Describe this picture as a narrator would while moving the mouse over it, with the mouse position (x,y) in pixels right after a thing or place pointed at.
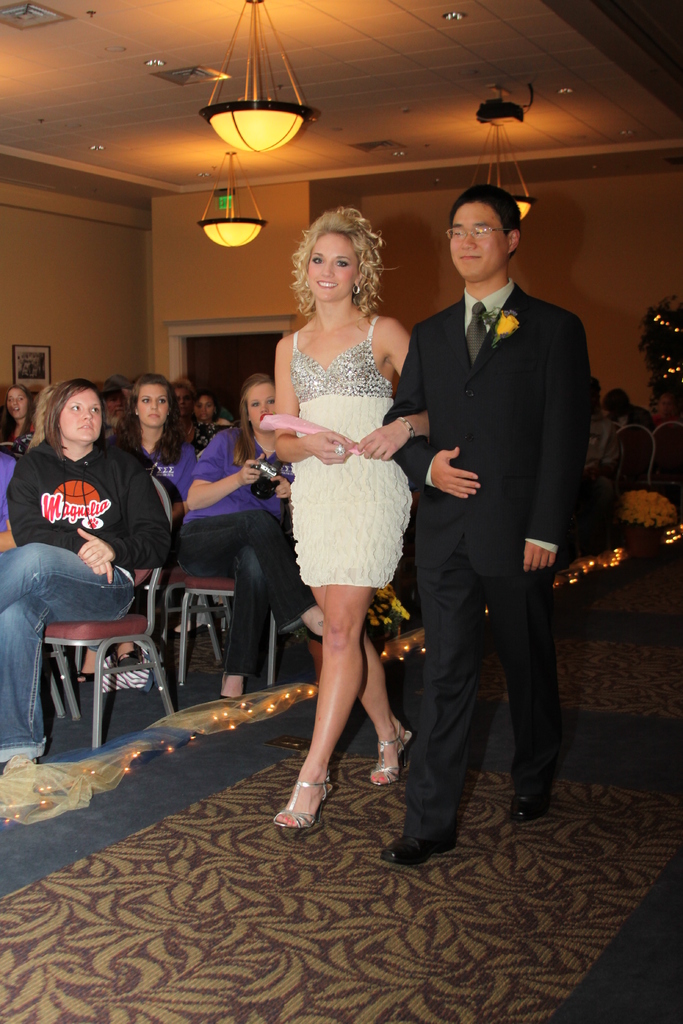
In this image we can see a man (422,510) and woman (383,507) are walking. Man (495,430) is wearing black color suit (459,551) and woman (356,639) is wearing white color dress (362,500). Behind people (116,483) are sitting on the chairs (216,588). The lights (271,118) are attached to the roof (427,94). Bottom of the image (310,945) carpet (276,945) is there.
